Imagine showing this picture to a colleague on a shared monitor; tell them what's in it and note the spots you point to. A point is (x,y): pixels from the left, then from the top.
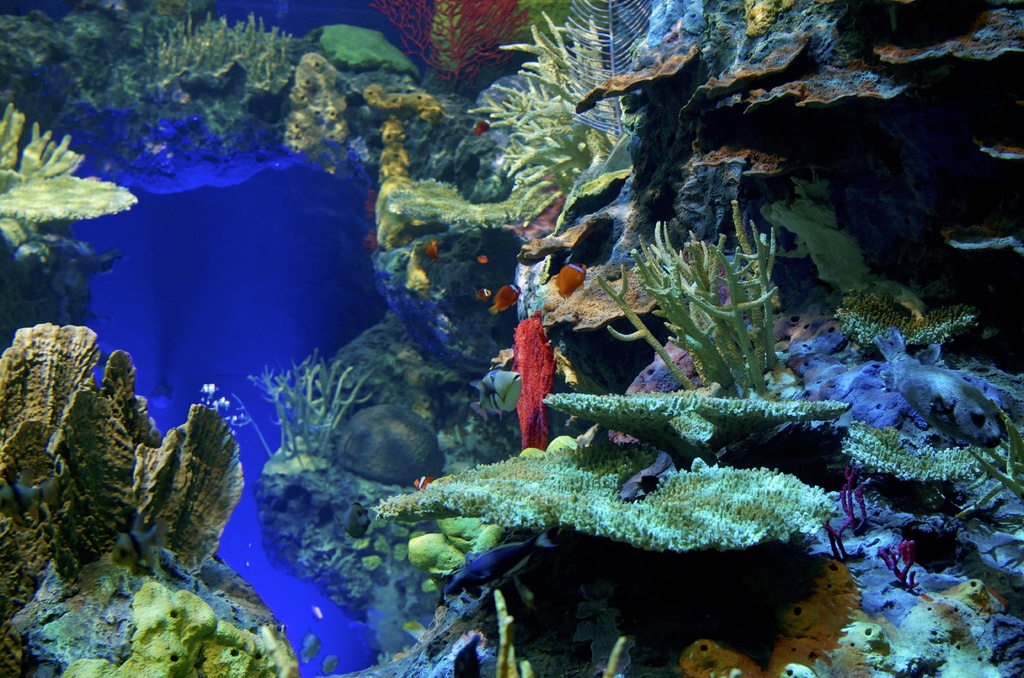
This is an underwater environment. In this picture we can see corals (995,650). We can see fishes (24,506).
